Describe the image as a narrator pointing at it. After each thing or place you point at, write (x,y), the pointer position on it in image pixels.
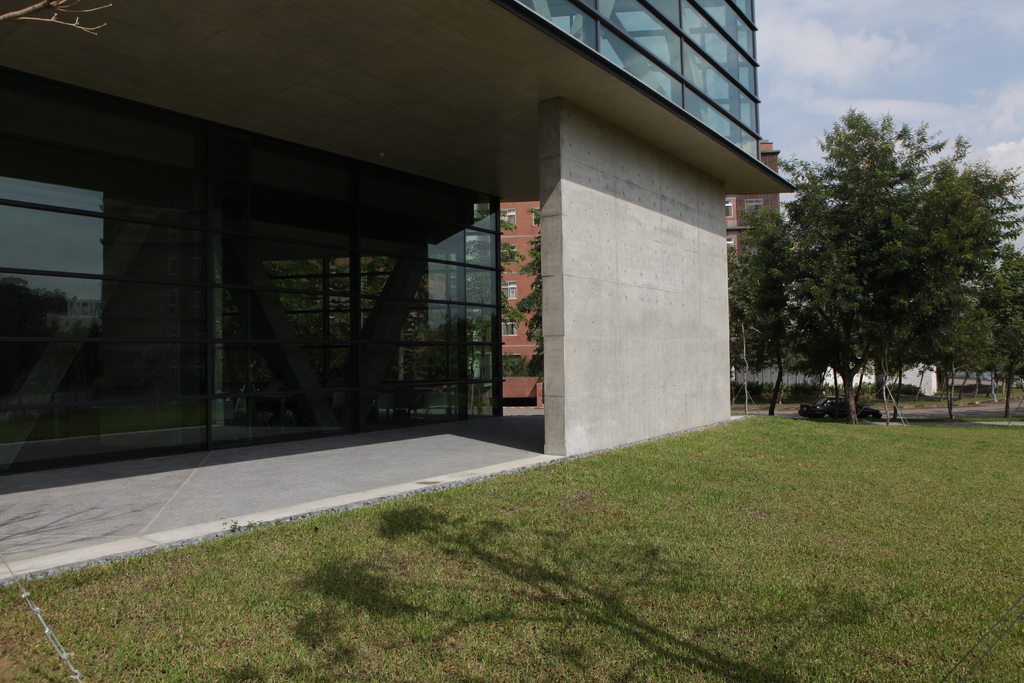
In this picture I can see few trees (964,355) on the right side (898,284) and also there is a car (861,412) on the road (890,415). At the top (942,72) there is the sky (947,79), on the left (286,234) there are buildings (584,222).
